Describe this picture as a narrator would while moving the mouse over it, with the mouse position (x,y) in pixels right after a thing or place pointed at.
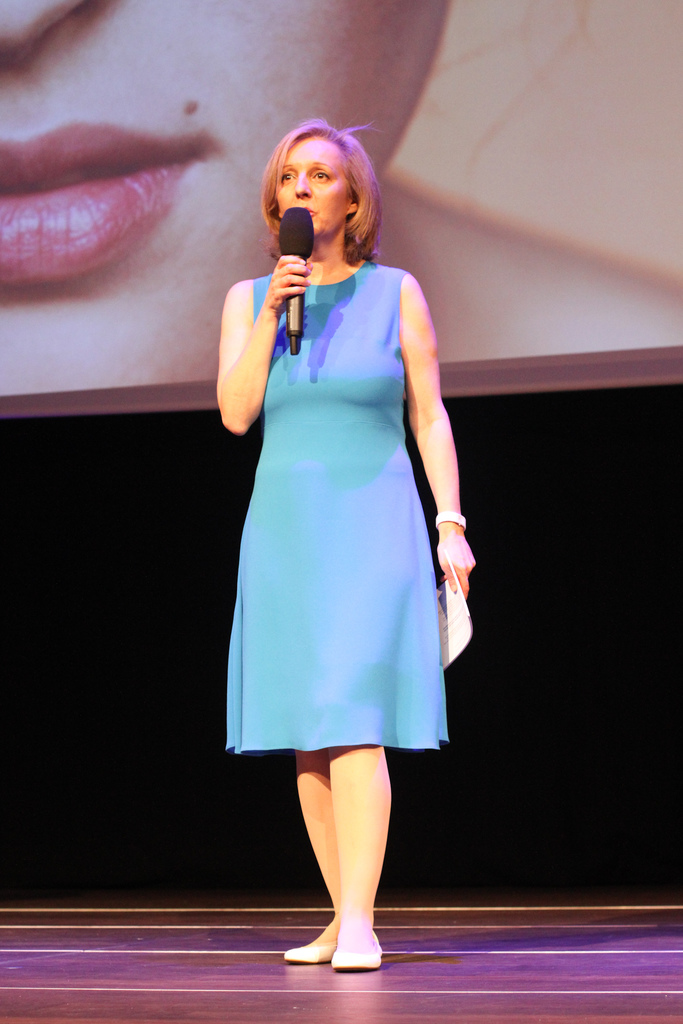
There is a lady (352,132) in the image who's wearing a blue color dress (343,505) and holding a paper (456,601) in left hand (456,555) and holding a mike (306,241) in the right hand (287,279), who is performing on the dais (321,896). There is a hoarding (133,357) in the background of a woman (387,134).
